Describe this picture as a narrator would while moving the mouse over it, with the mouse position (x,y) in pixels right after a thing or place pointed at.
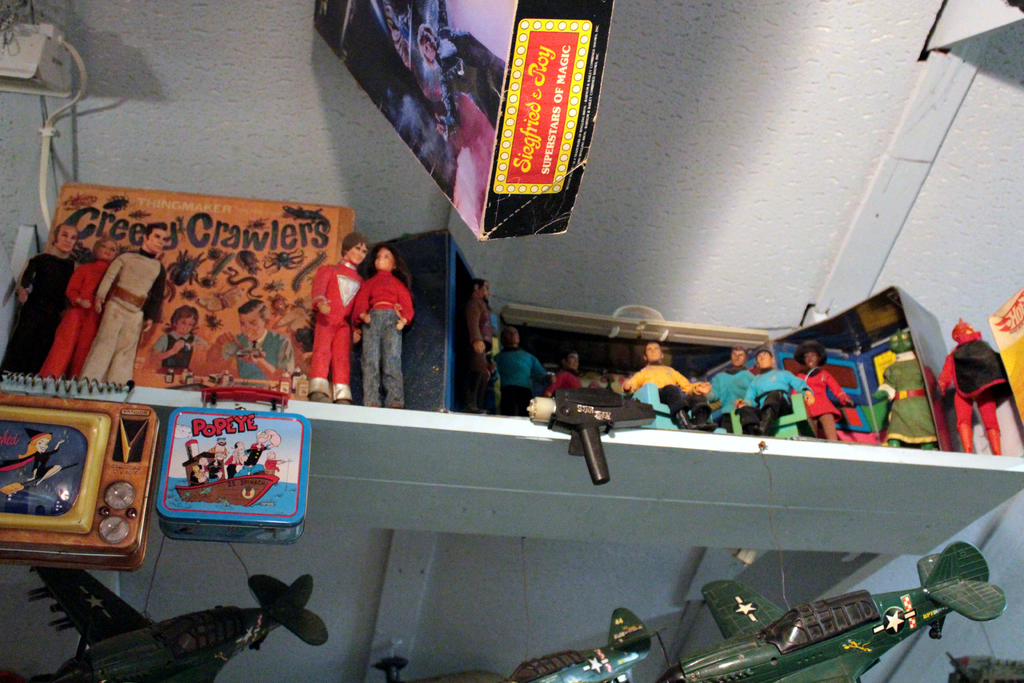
In this image we can see toys (103,340), boxes (250,476), cable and rack (417,452).
